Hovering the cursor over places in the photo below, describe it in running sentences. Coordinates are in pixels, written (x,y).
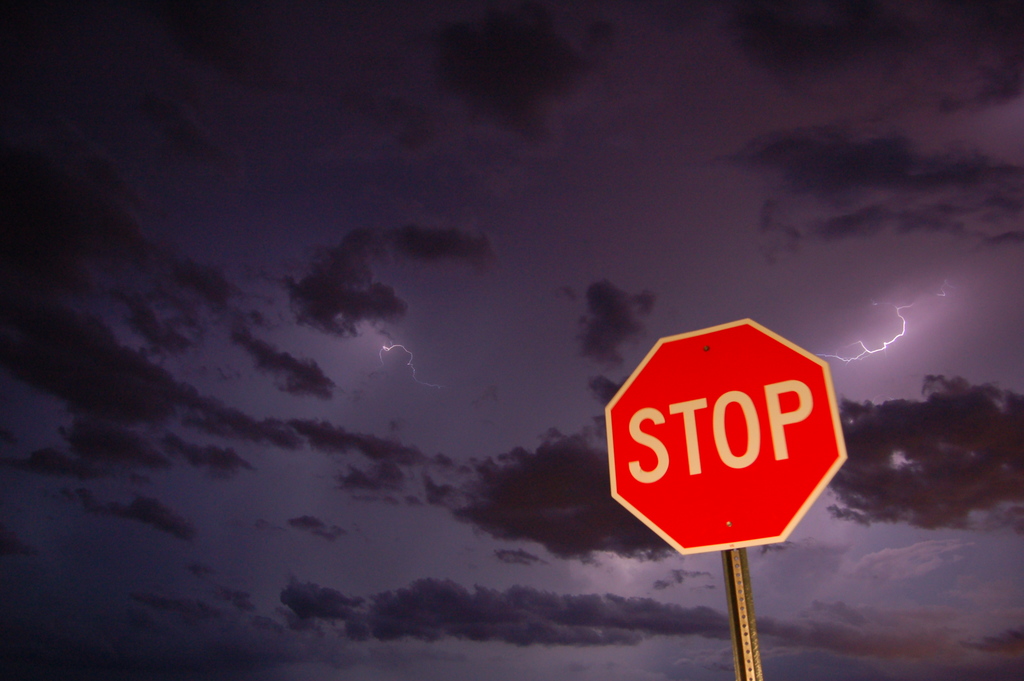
In this picture we can see a STOP sign board (669,533). Sky (222,285) is cloudy.
